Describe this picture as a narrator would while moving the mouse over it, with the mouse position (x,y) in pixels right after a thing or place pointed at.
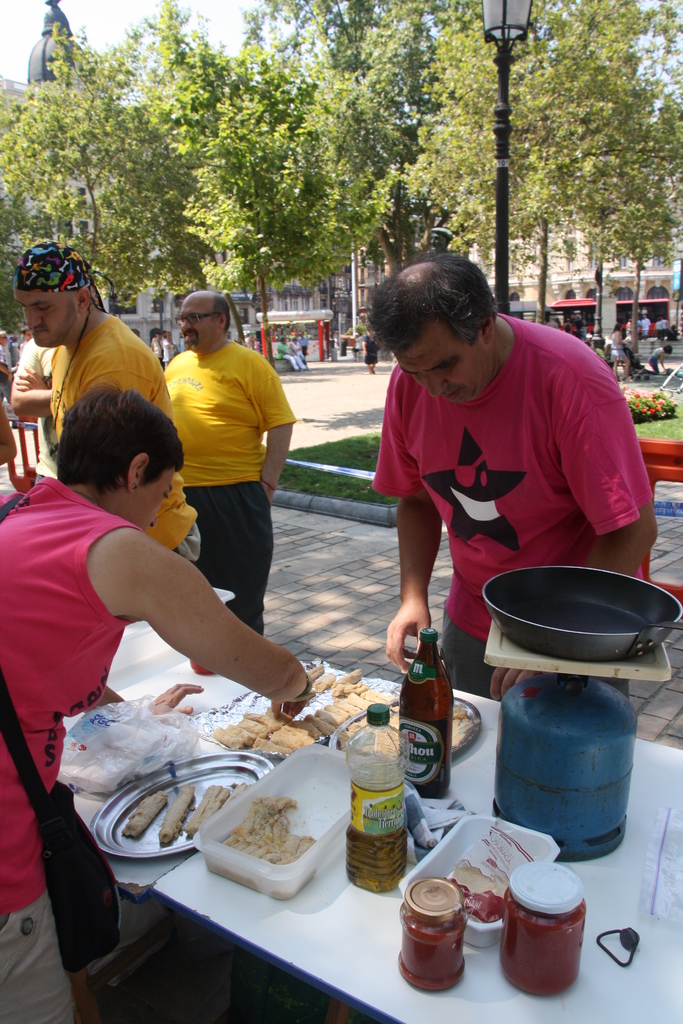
In the foreground of the picture (452,511) there are people (102,646), tables (582,970), food items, pan (554,648), jars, bottles (393,749), plates (232,780), tray (232,780), platter (242,763) and other objects (372,685). In the center of the picture (375,449) there are trees (460,191), street light (505,158), grass (375,449), plants (645,388), flowers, road (356,362), people (670,332) and other things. In the background (9,30) there are buildings (571,284) and sky (73,5).
